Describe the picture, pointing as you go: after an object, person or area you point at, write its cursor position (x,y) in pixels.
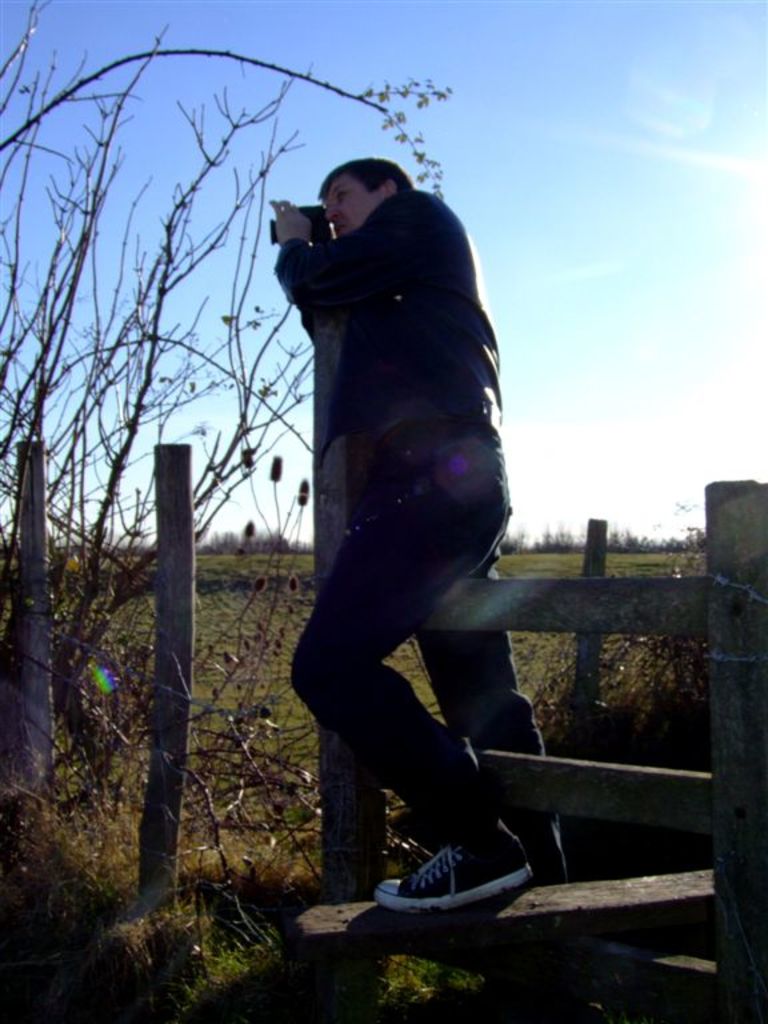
In this I can see a person (439,258) standing on wooden fence (567,587) and in the background (658,191) I can see the sky (742,133) and on the left side (78,435) I can see tree (81,261) and a person (346,185) holding a camera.
